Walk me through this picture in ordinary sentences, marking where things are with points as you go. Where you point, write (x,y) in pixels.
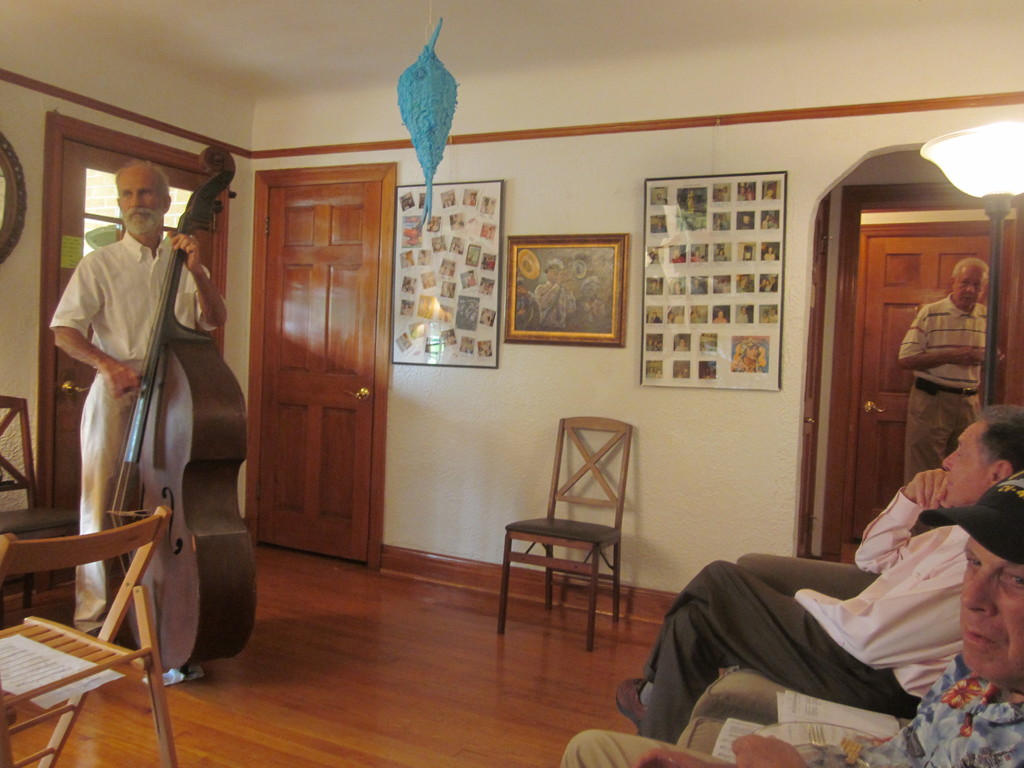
In this picture there is a man (132,355) standing holding a large Violin (202,420) in his hands (129,367) which is placed on the floor (196,690) and there are two members (938,737) sitting in the sofa (733,710) and watching him. There is a chair (559,531) here. There are some photo frames (533,307) attached to the wall (606,160) here in the background (576,129).
